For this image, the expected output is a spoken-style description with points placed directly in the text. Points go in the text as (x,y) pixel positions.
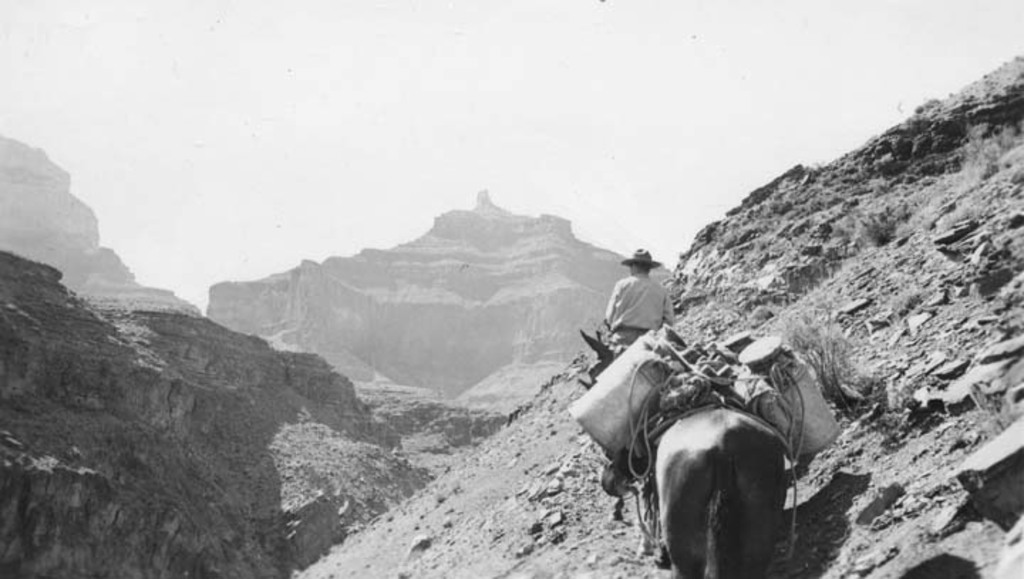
This is a black and white image, in this image there is a man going on a horse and there is another on that there are some can (624,379), there are mountains (571,465) and a sky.
